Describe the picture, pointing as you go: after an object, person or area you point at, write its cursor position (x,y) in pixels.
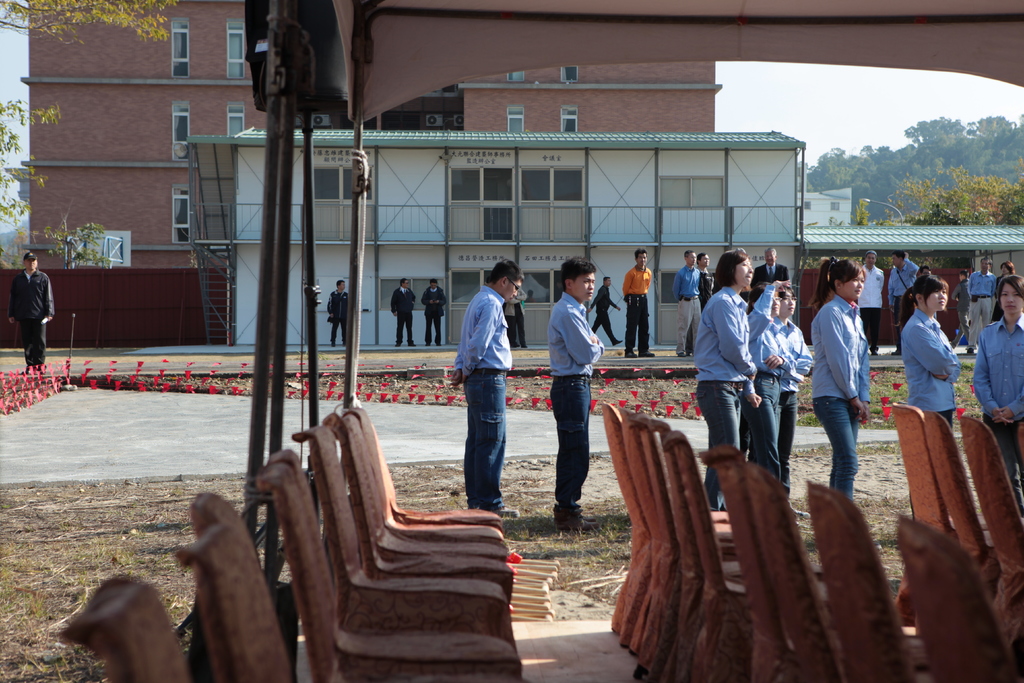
In this image I can see the chairs (667,609). I can see some people (583,450). In the background (458,246), I can see a building (506,126) and the trees (930,183).
